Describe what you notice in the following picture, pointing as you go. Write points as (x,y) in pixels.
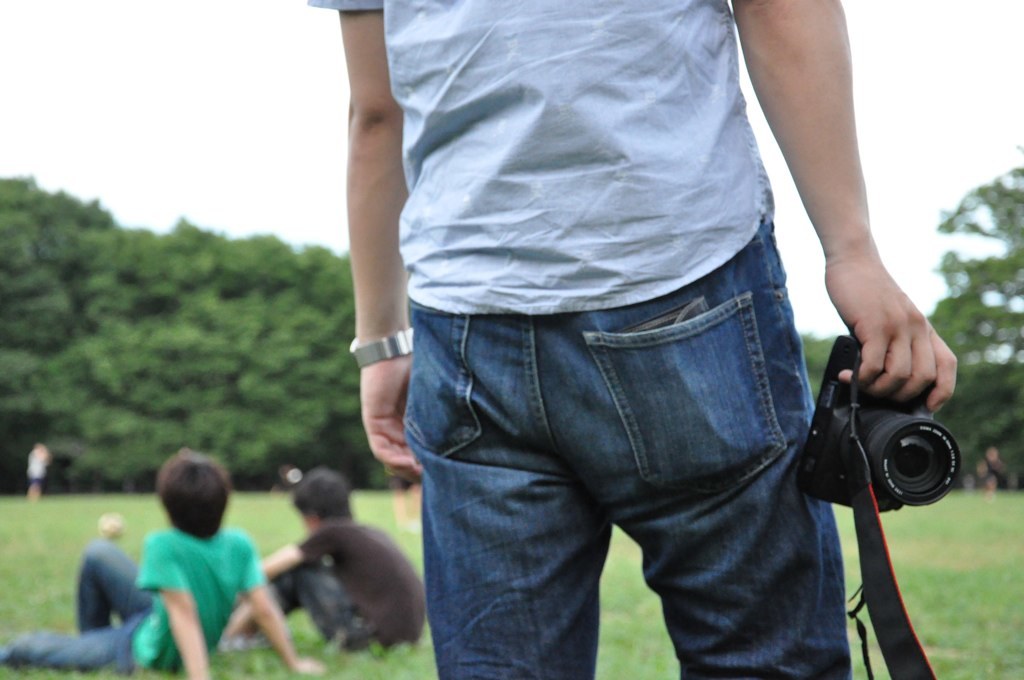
There is man (601,286) standing and holding a camera (866,441) in his hand (874,381). There are two boys (296,577) sitting on the grass (374,664). And there are many trees (189,347). And a white color sky (192,144).
